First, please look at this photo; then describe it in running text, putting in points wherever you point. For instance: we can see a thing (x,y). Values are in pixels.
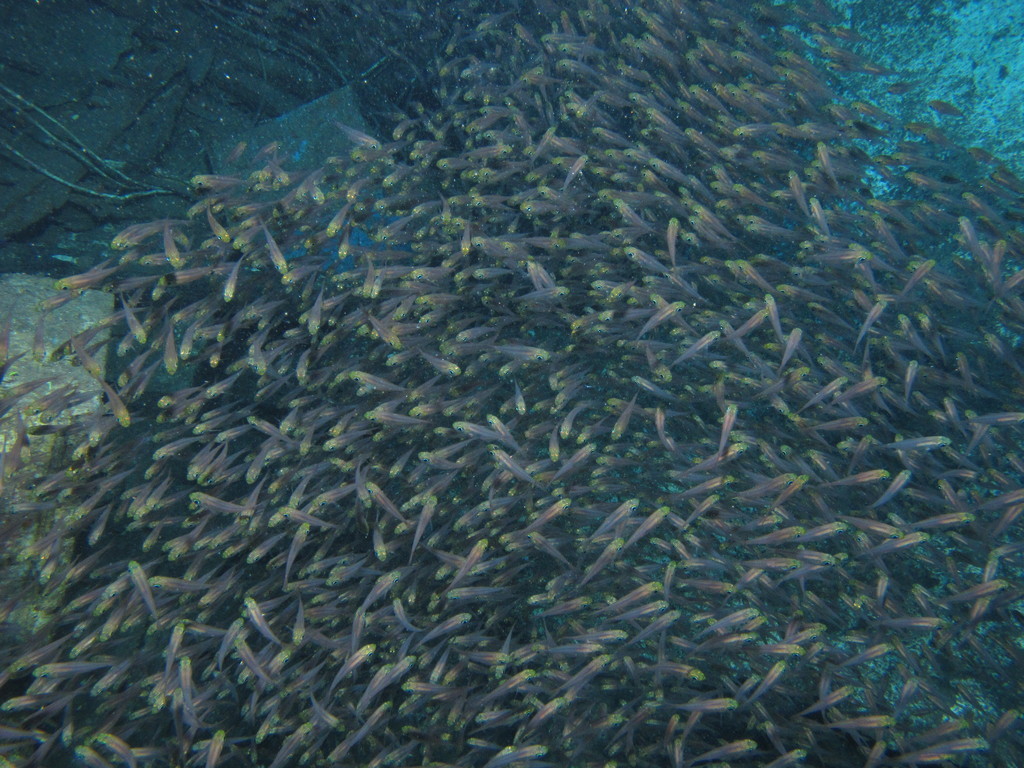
In this image there is a sea (283,304), in that sea (919,293) there are a group of fishes (748,611).
